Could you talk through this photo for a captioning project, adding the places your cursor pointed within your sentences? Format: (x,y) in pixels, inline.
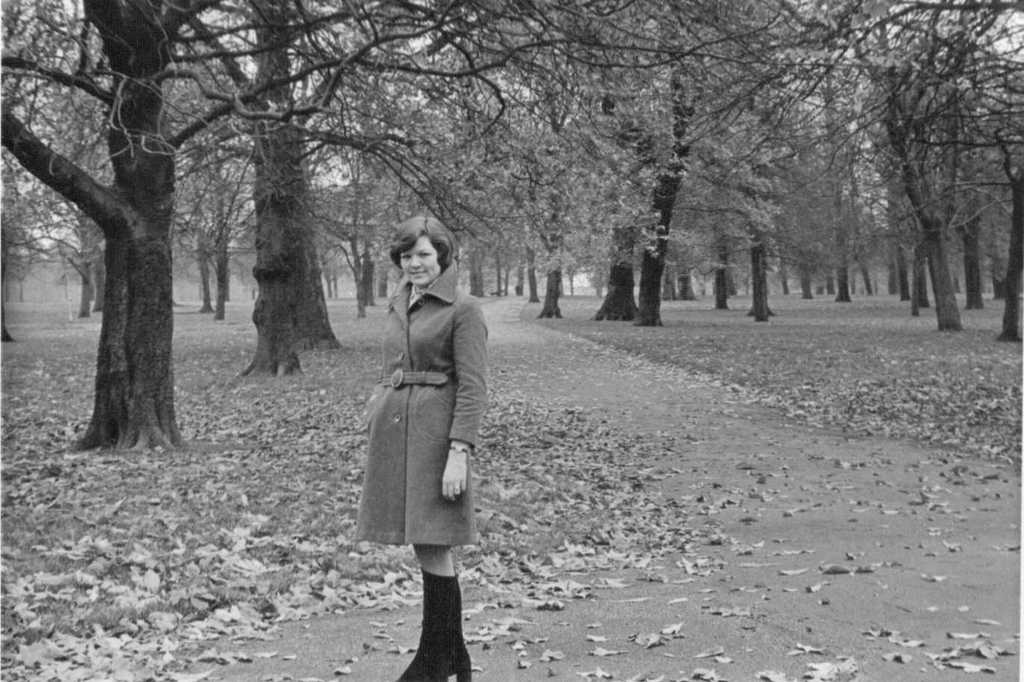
This picture shows a woman (431,317) standing. She wore a coat (413,518) and black shoes (430,626) and we see trees (624,233) and leaves (249,487) on the ground (789,466).
